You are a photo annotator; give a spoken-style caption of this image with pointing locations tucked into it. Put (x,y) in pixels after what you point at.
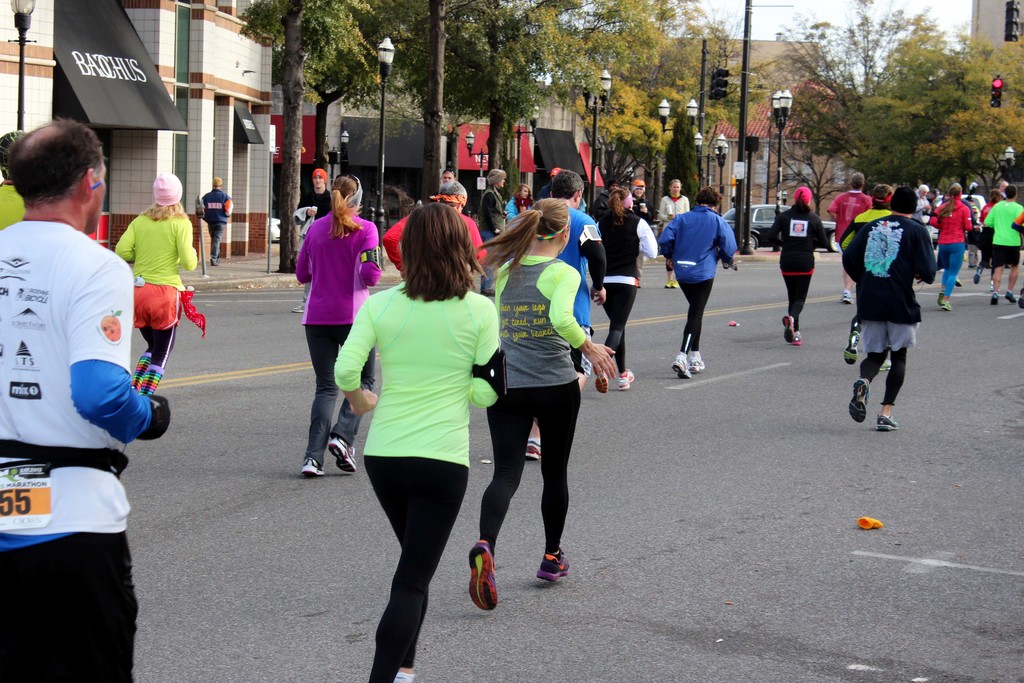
In the foreground (984,542) I can see a crowd (543,287) is running on the road (574,528) and light poles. In the background (418,64) I can see buildings (536,155), trees (391,87), boards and the sky (968,18). This image is taken may be during a day.
